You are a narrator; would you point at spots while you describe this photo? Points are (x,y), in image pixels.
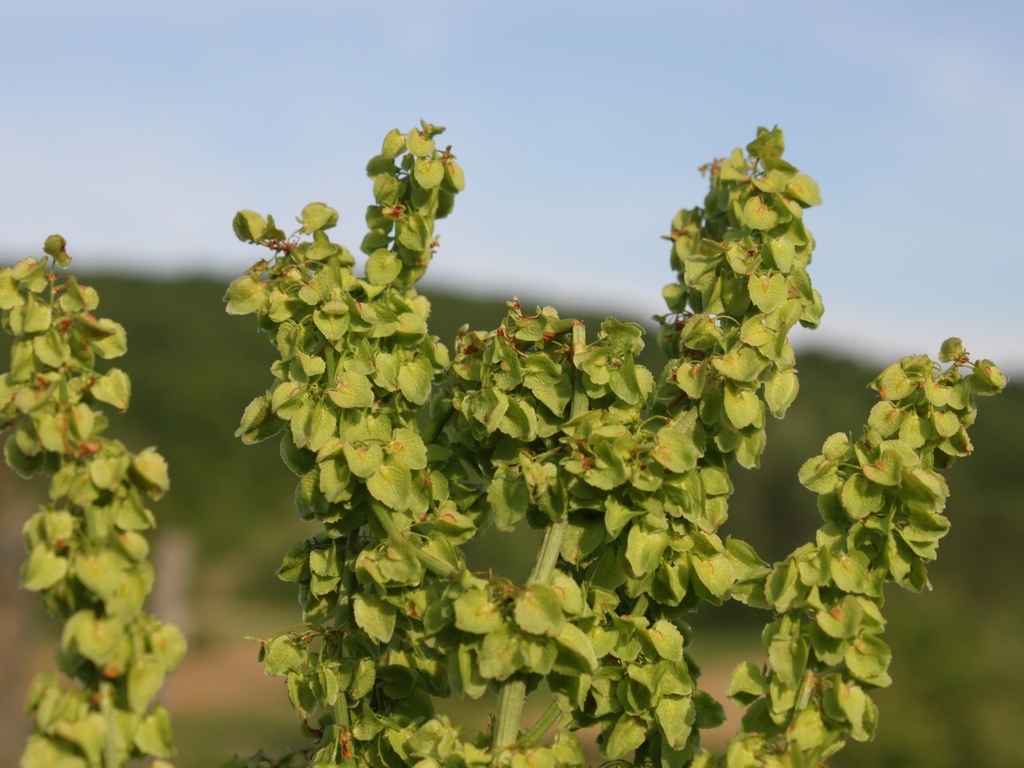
This image is taken outdoors. At the top of the image (195,121) there is the sky (889,178) with clouds (892,58). In this image the background (258,703) is a little blurred. In the middle of the image (551,443) there is a plant (78,352) with green leaves (714,703) and stems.
